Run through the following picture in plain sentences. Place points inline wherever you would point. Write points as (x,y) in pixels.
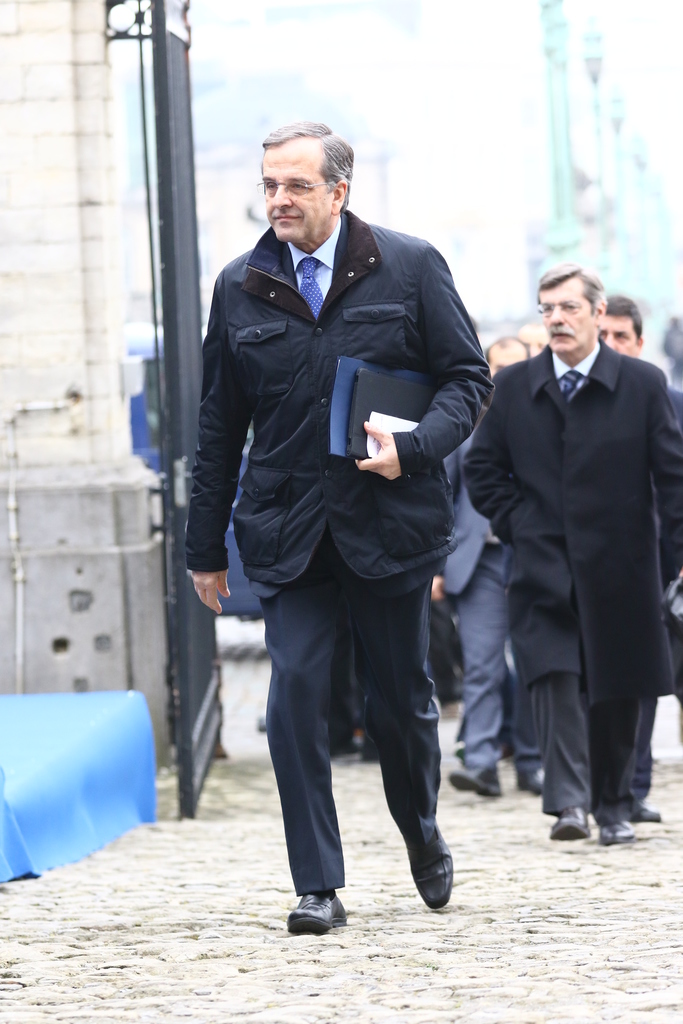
In this picture we can see some people (503,512) are walking, a man (366,478) in the front (400,591) is holding a file (346,450), a book (401,404) and a paper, in the background (510,207) there is a building (452,134), on the left side (170,541) we can see a gate (154,305).
